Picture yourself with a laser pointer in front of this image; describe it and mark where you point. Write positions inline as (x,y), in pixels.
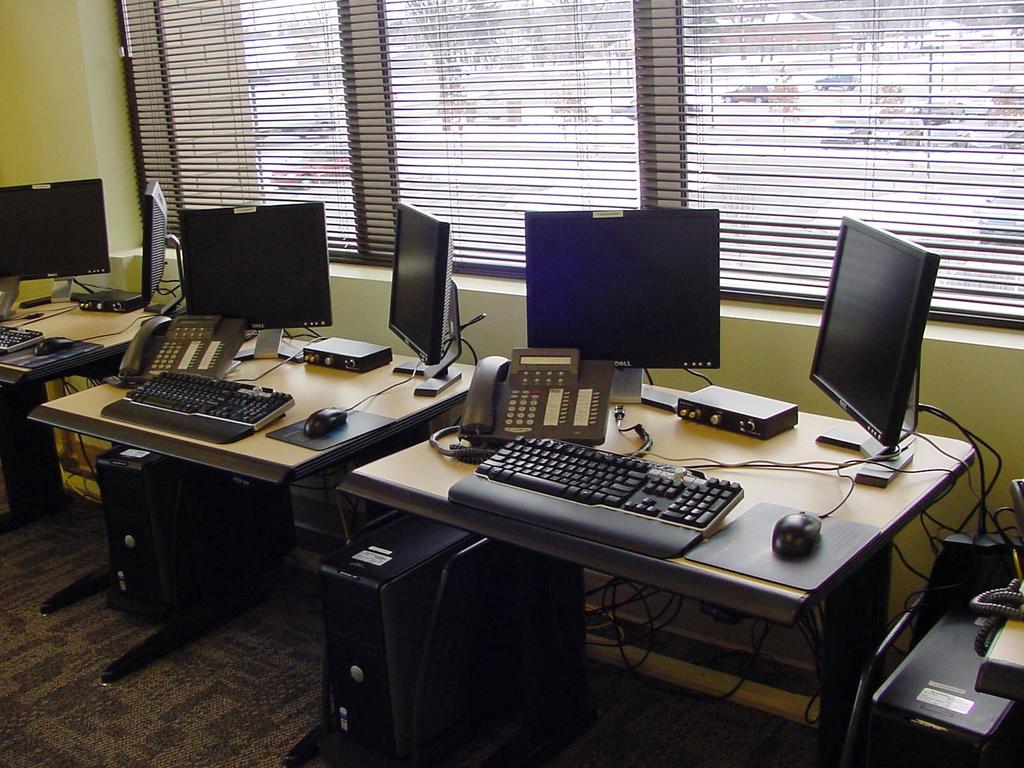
As we can see in the image there is yellow color wall (80,104), window (555,34), tables (19,325) and on table (425,510) there are keyboards (537,480), phones (526,390) and monitors (431,352).
